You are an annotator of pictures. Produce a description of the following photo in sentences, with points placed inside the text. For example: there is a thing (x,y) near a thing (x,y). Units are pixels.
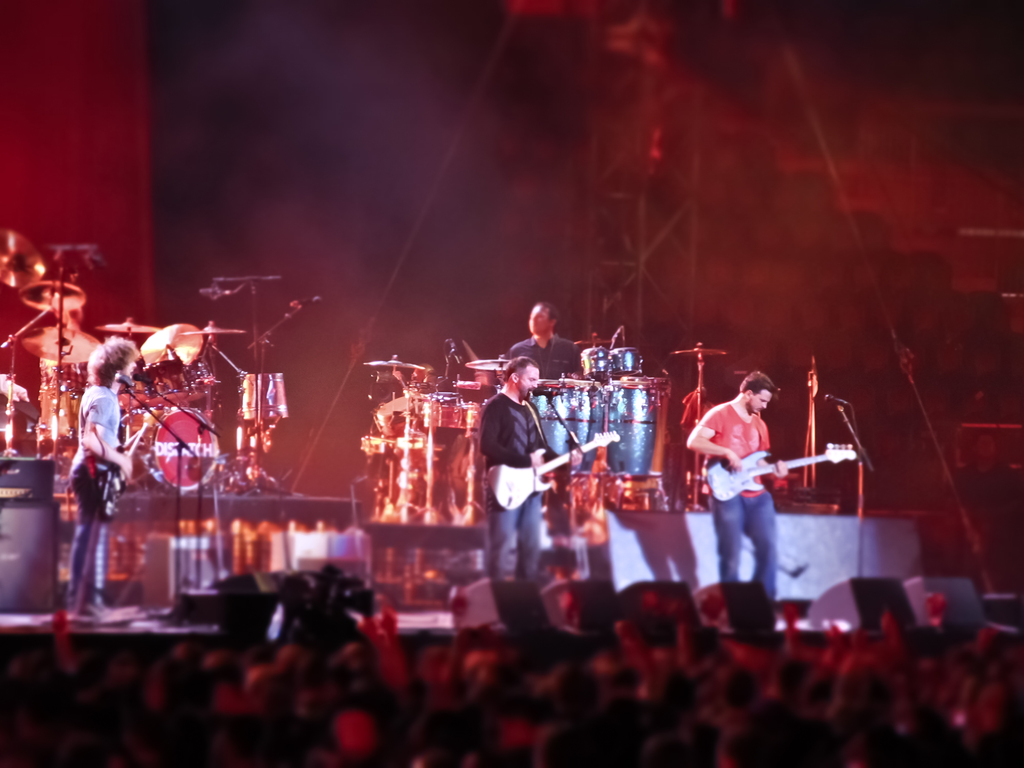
This picture shows few people (97,418) standing and playing guitars (523,475) and we see couple of men (531,344) seated and playing drums (165,376) on the dais (826,534) and we see microphones (845,411) and audience (436,669) and we see a camera (316,618).
